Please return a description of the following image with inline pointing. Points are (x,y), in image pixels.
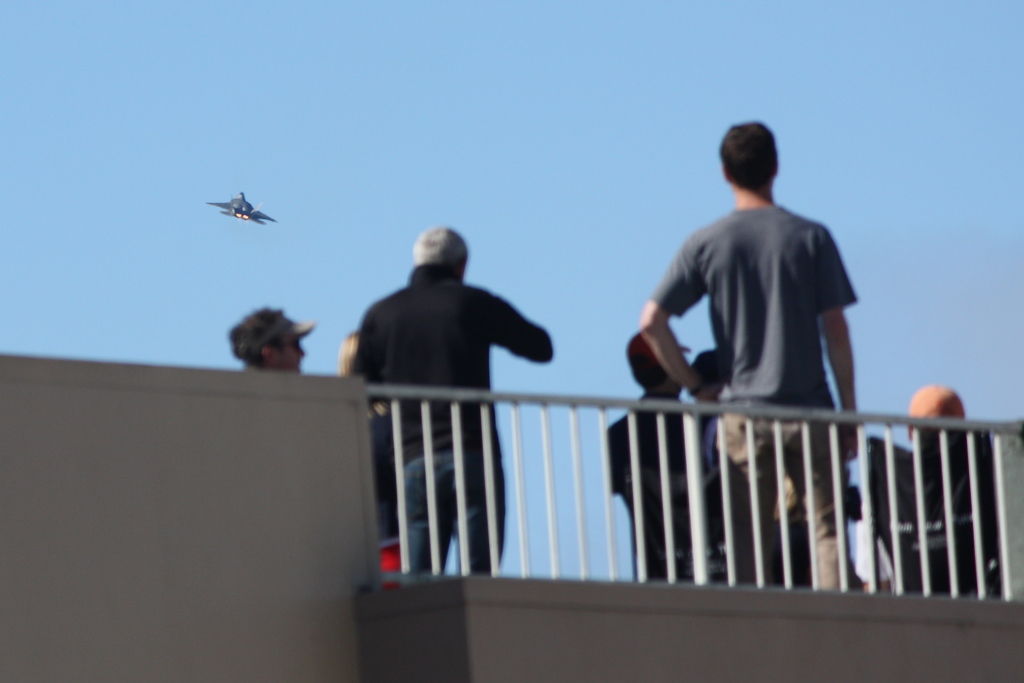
On the right side (803,386) a man (668,306) is standing, he wore a t-shirt (668,306). On the left side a person (432,345) is standing, this person (471,313) wore a black color t-shirt (443,353). At the top (249,202) an aeroplane (251,220) is flying in the sky (201,300).
